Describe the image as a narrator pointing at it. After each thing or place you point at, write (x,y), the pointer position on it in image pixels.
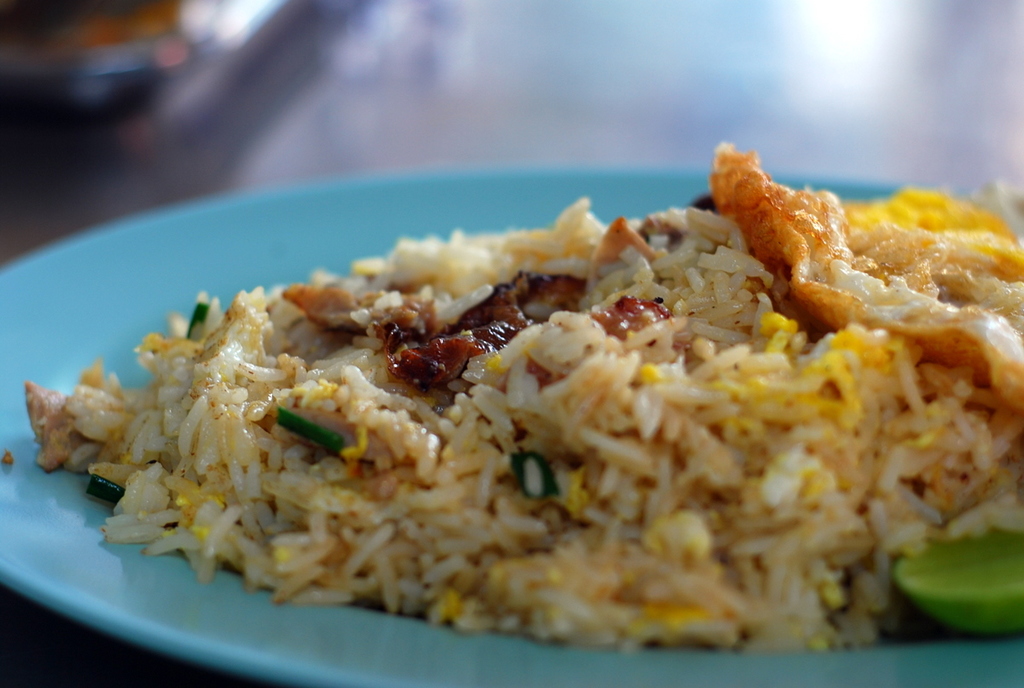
In this picture we can see some food item (457,502) placed in the plate (16,482).
